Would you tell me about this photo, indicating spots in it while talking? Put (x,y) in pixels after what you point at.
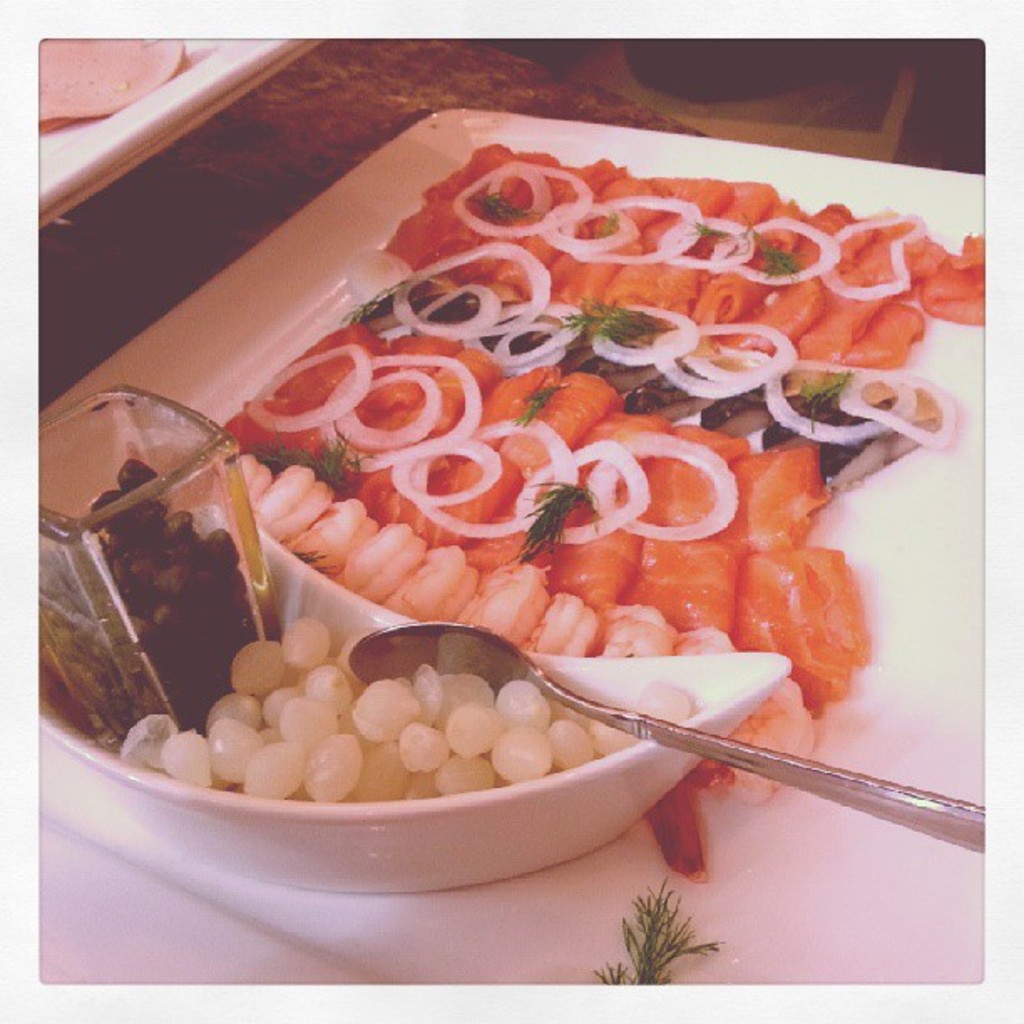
In this image I can see a plate (437,972), a bowl (671,786), a glass (229,639), a spoon (821,781) and different types of food (555,509). I can also see a white colour thing (262,47) over here.
